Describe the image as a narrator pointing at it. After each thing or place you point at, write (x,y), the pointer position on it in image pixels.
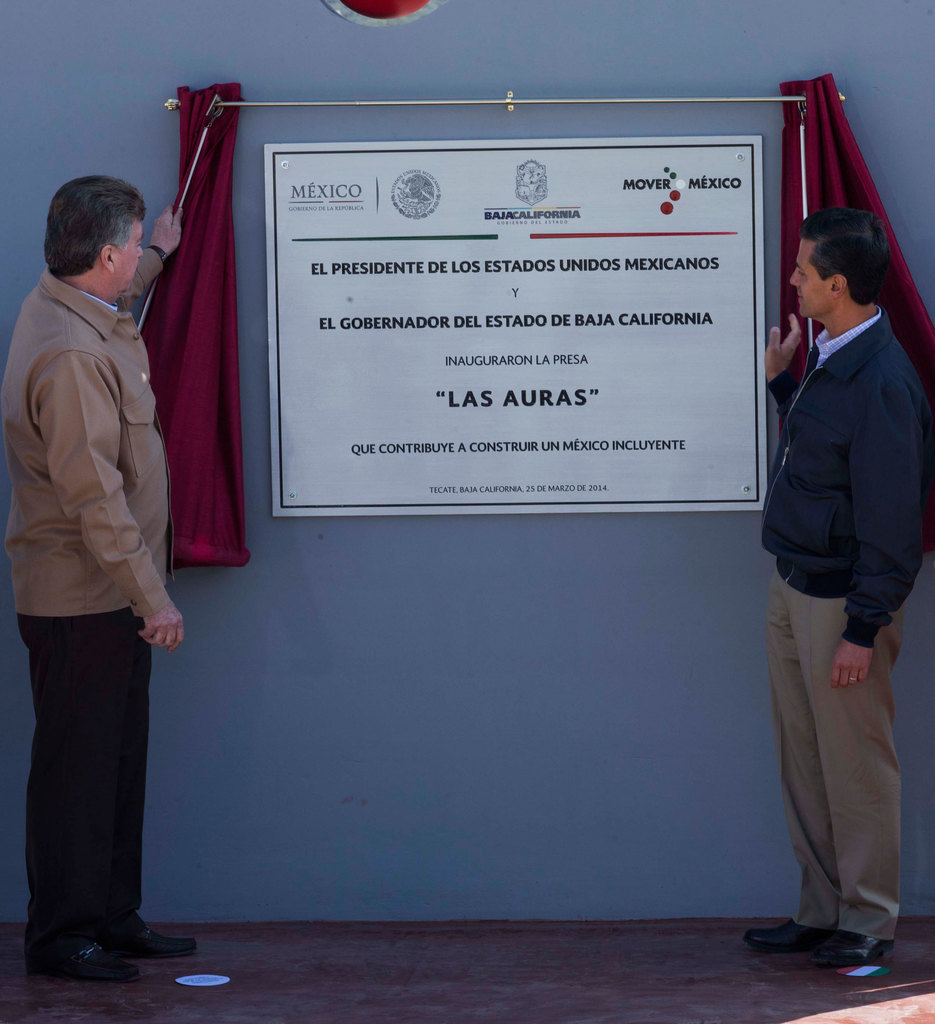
In the background (788,42) we can see the wall (901,13). In this picture we can see curtains (840,117), stand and we can see a board (545,209) with some information. We can see men (100,565) standing and they both are staring at a board (489,316).
